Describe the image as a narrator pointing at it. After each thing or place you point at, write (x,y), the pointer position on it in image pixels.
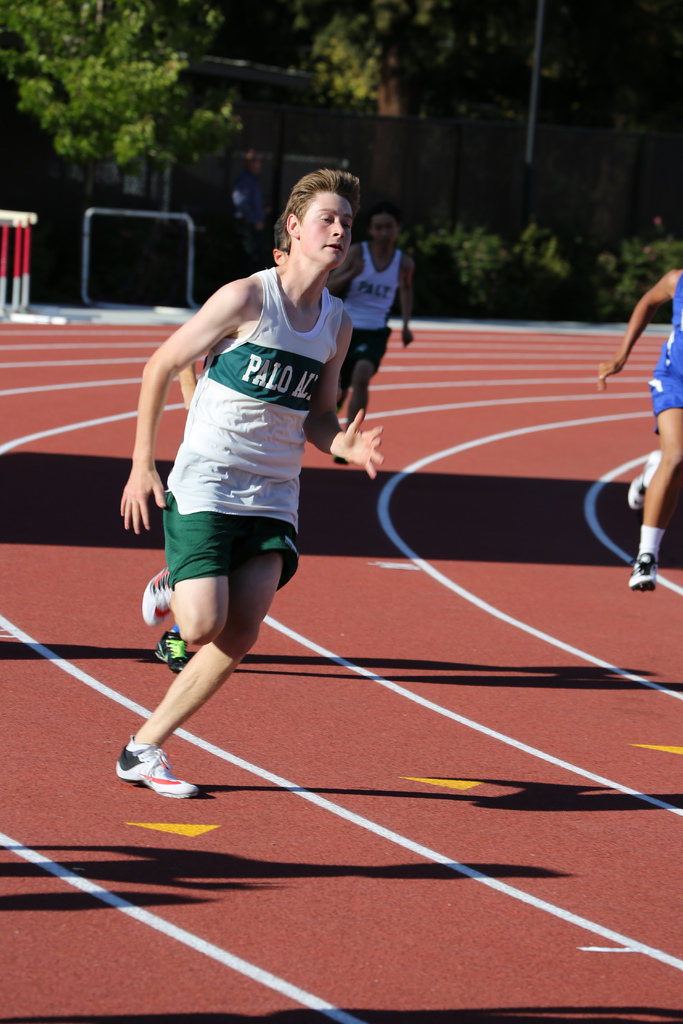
In the image few people (290,218) are running. Behind them there are some trees (393,115) and poles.
